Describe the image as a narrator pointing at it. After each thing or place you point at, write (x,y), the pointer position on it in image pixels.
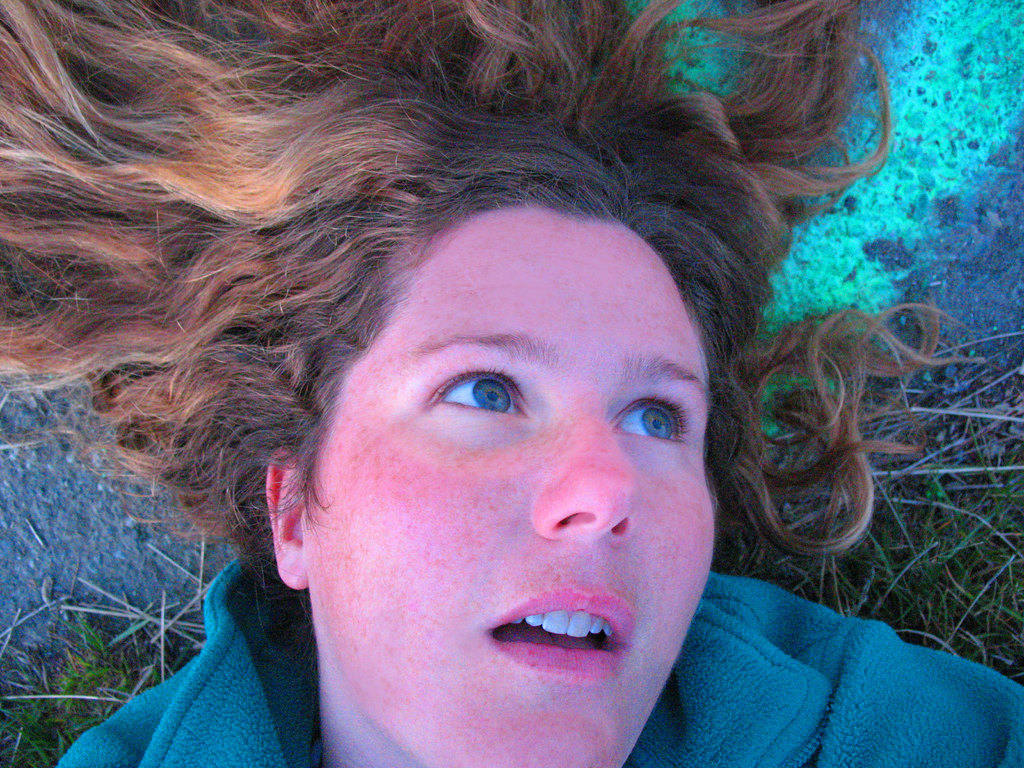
This image is taken outdoors. At the bottom of the image (588,712) a woman (388,674) is lying on the ground (932,526). In the background (919,399) there is a ground (72,575) with grass (99,607) on it.
